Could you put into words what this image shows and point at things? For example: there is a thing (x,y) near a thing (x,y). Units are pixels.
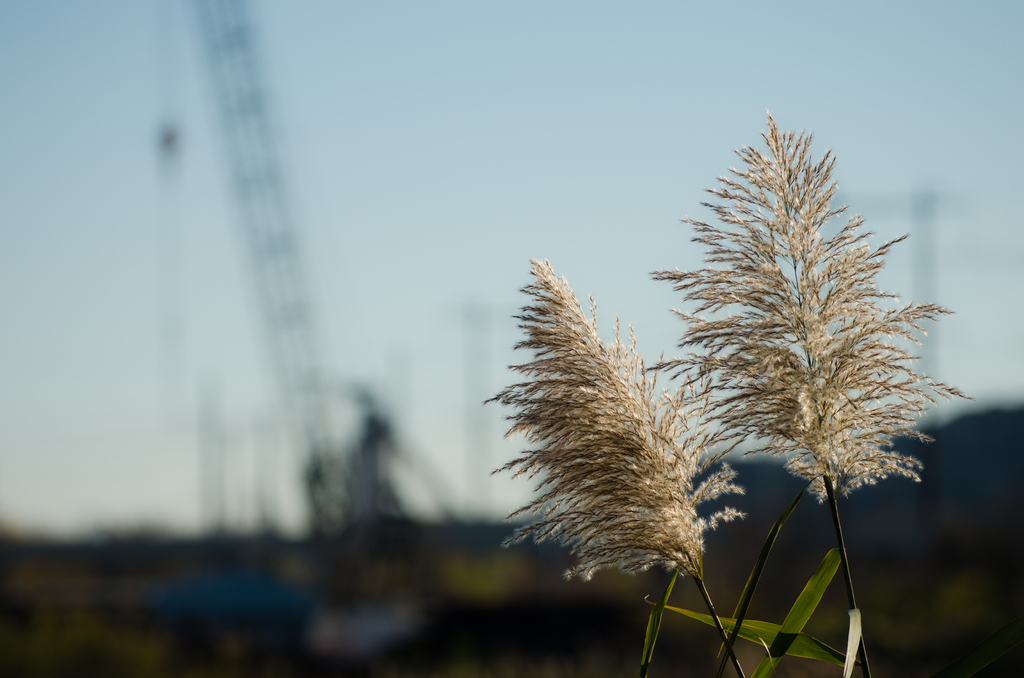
On the right side (893,460) these are the flowers (735,492) of grass (794,471), at the top (479,181) there is the sky (271,367).
